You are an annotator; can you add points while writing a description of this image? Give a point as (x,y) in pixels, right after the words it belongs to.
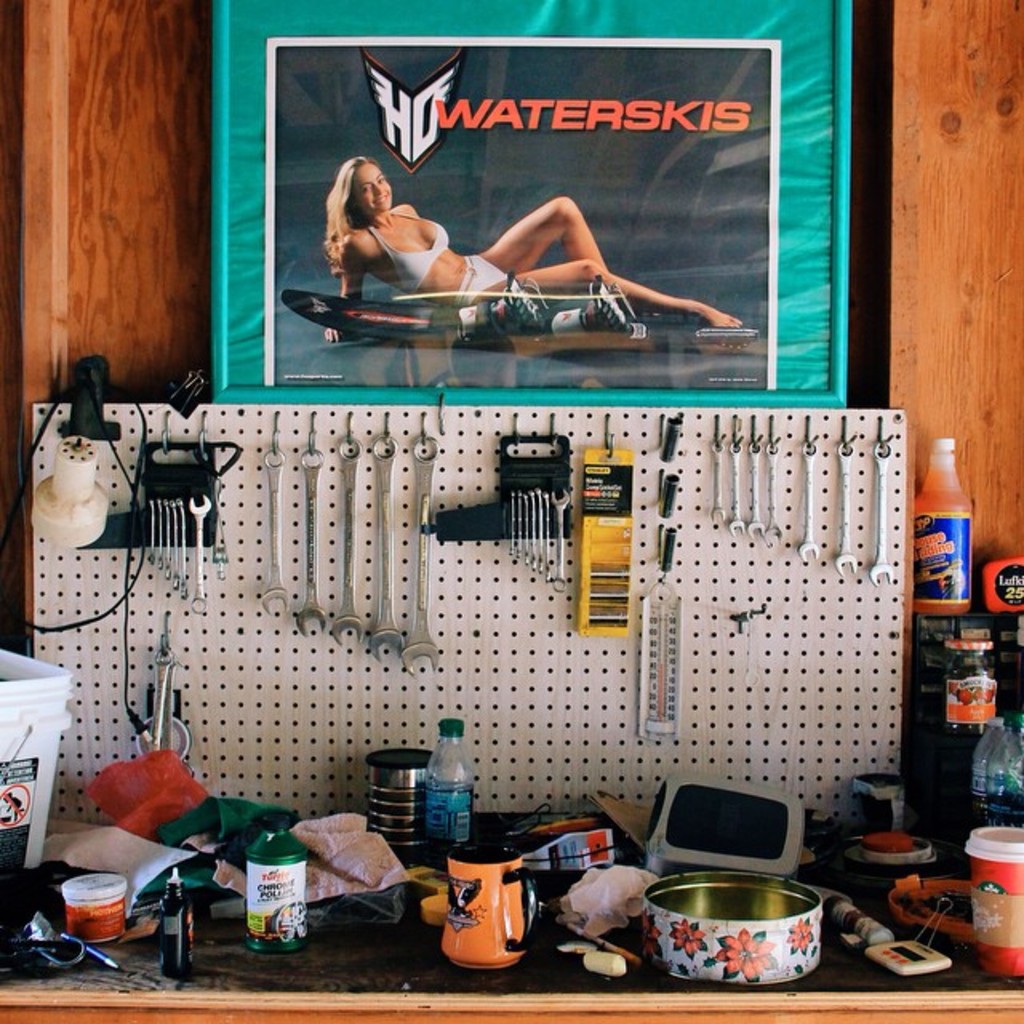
On the wall (110,353) we can see a frame (244,159), poster (707,192) and mechanic repair tools (383,604) and bottle (442,795), cup (481,858), bowl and etc.
